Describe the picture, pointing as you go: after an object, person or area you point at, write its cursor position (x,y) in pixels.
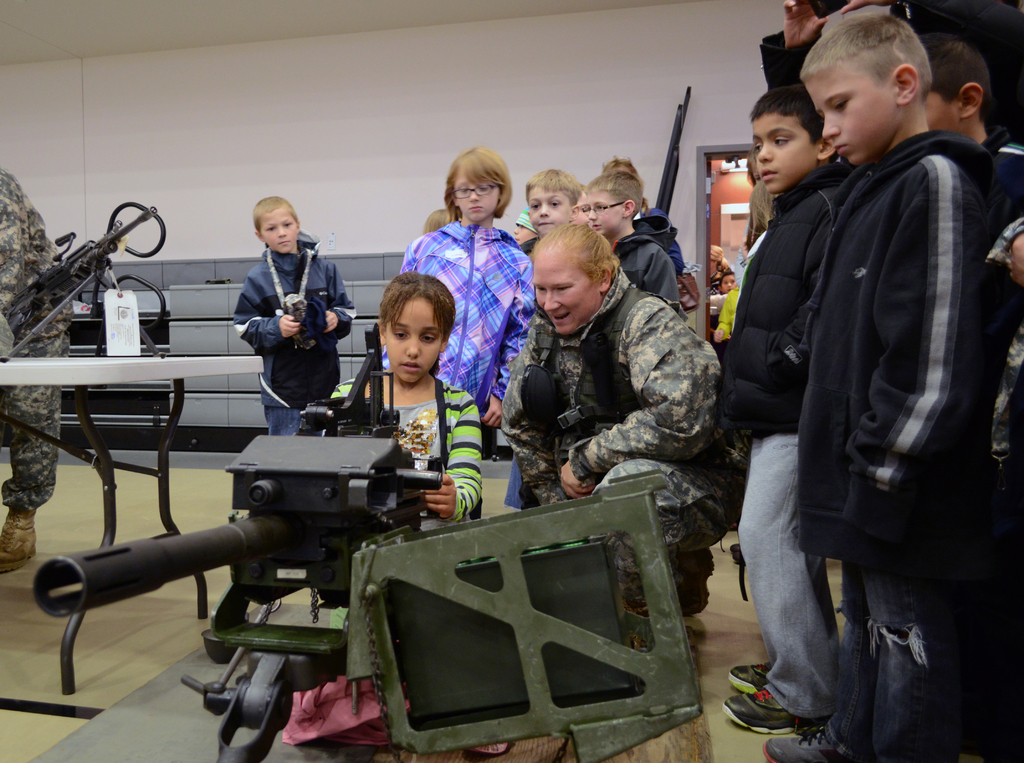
In this image we can see there are a few people (761,438) standing and looking into the object (571,646). On the left side of the image (95,388) there is a table (88,367). On the table (69,373) there is an object (42,297). In front of the table (53,371) there is a person (44,394) standing. In the background (332,150) there is a wall (358,201).
